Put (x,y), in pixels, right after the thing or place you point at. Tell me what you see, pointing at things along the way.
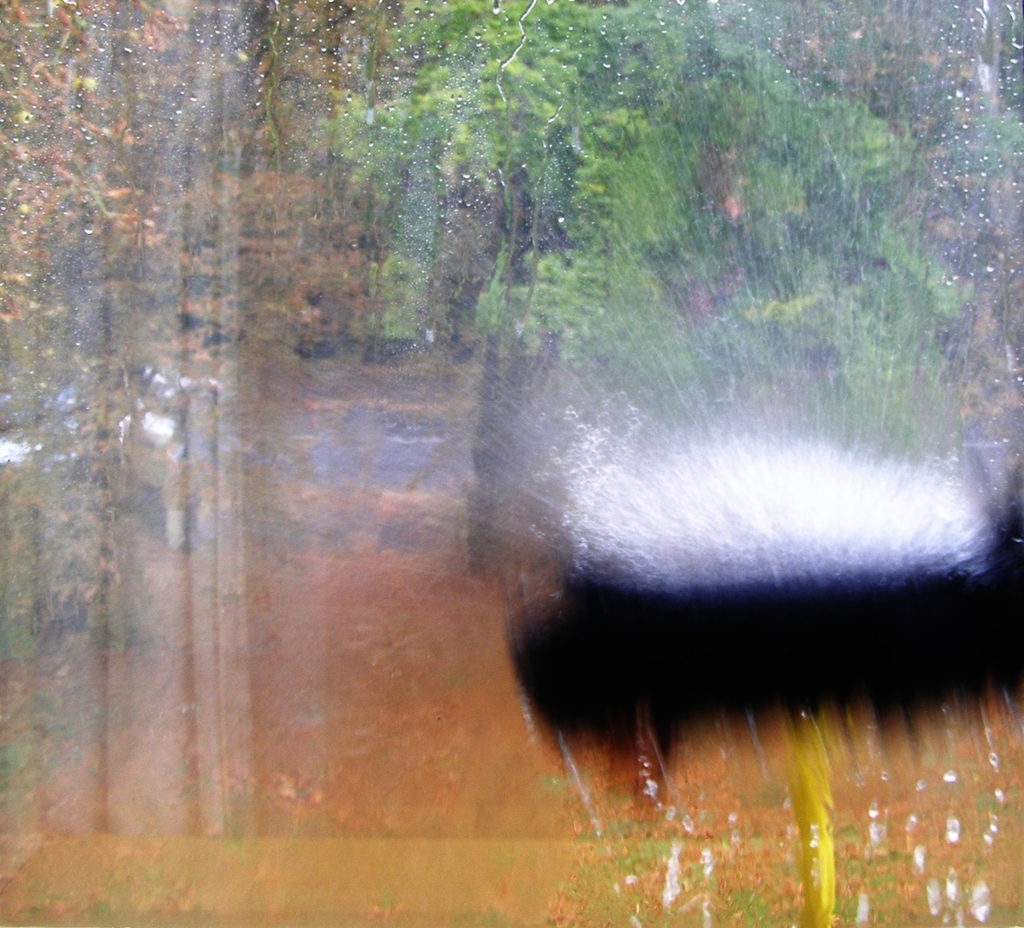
In this picture the image is blur. In the background of the image (580,223) we can see some trees (539,273).
